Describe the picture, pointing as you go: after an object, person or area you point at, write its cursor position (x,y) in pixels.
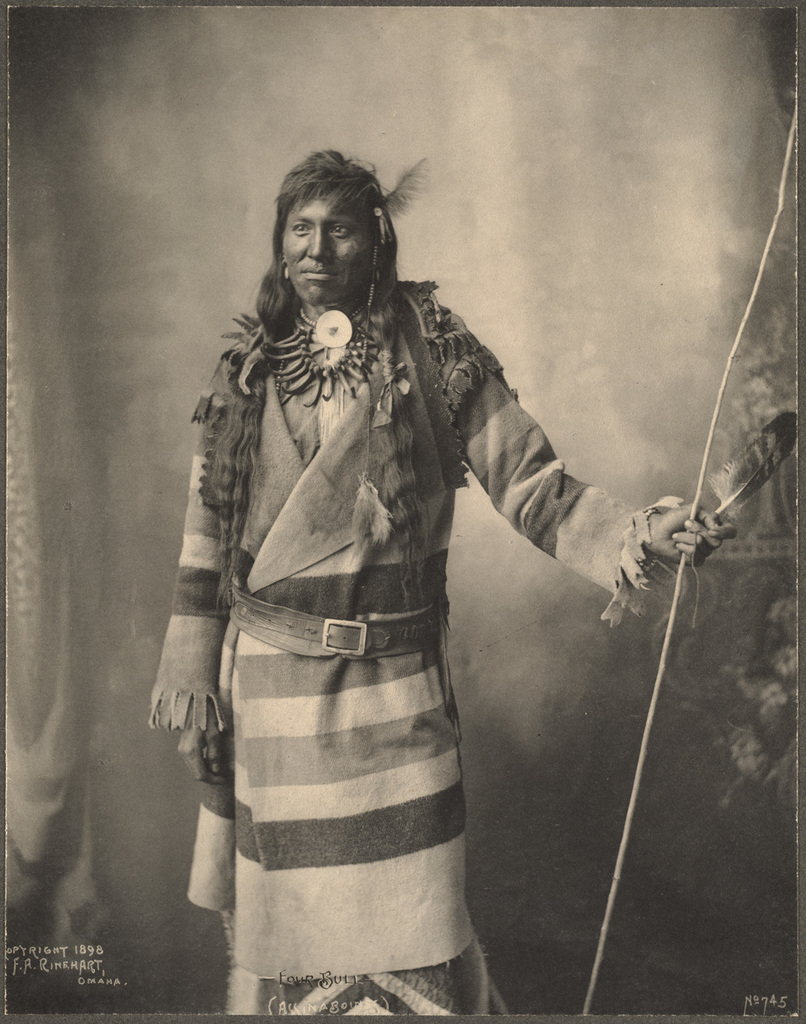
This is a black and white photo. In the center of the image (397,407) we can see a man (397,407) is standing and wearing costume (465,476) and holding a stick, feather (732,485). In the background of the image (740,436) we can see a cloth (357,129). At the bottom of the image (18,949) we can see the text (332,995).
